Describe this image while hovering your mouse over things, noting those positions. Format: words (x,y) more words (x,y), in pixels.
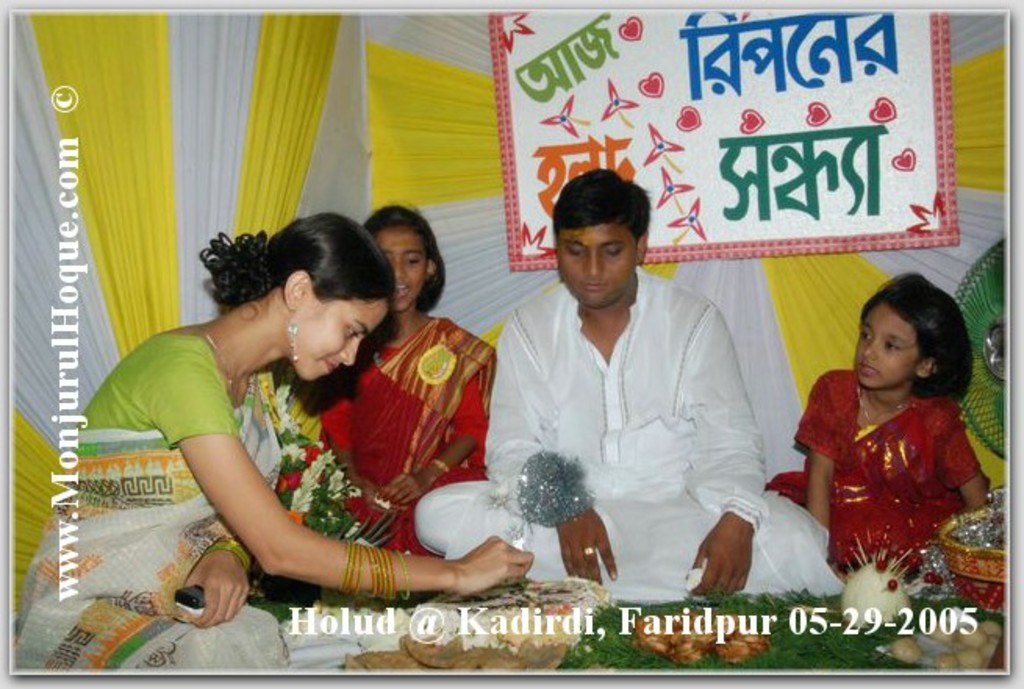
There is a group of persons (583,454) sitting in the middle of this image (468,300), and there is a curtain (319,195) in the background (428,159). There is a watermark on the left side of this image (71,430) and at the bottom of this image (617,630) as well. There is a board (675,95) attached to the curtain (439,69) as we can see at the top of this image (712,135).
